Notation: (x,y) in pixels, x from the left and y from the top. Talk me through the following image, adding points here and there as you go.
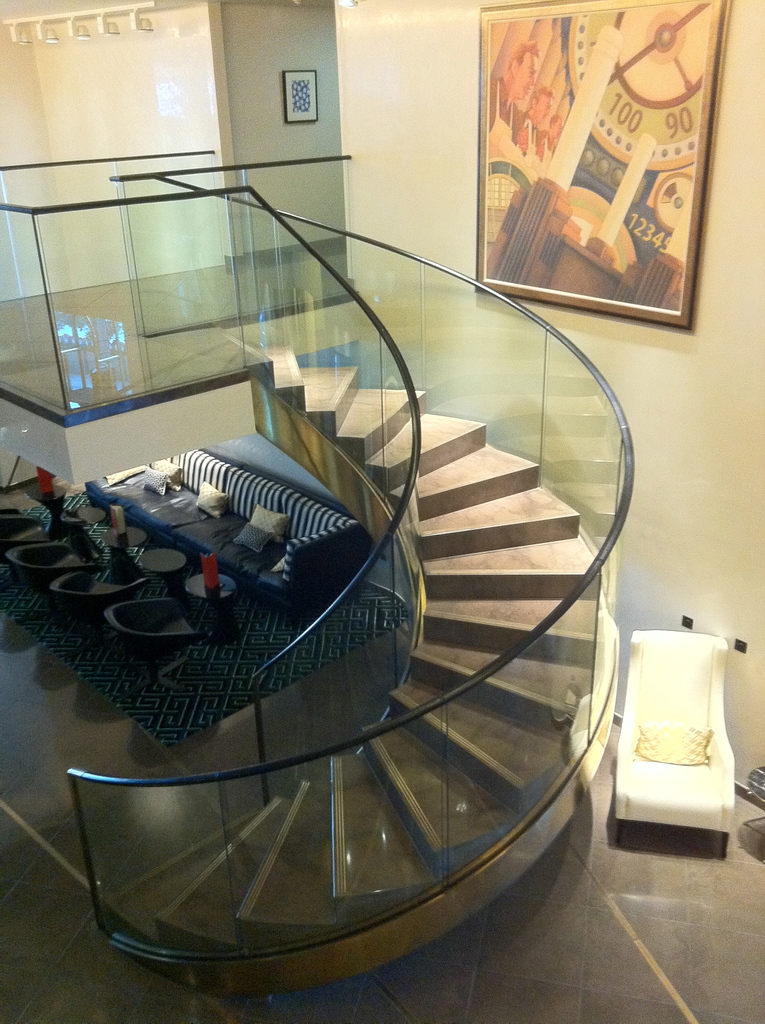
In this image there is a staircase (470,732). Right side (713,796) there is a chair (710,805) and a table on the floor (635,871). Left side (44,550) there are chairs (27,520), tables (127,531) and a sofa (249,571) on the floor (62,681). There are cushions (207,496) on the sofa (234,497). There are picture frames (595,79) attached to the wall (205,78). Left top there are lights (110,10) attached to the roof (27,10).
